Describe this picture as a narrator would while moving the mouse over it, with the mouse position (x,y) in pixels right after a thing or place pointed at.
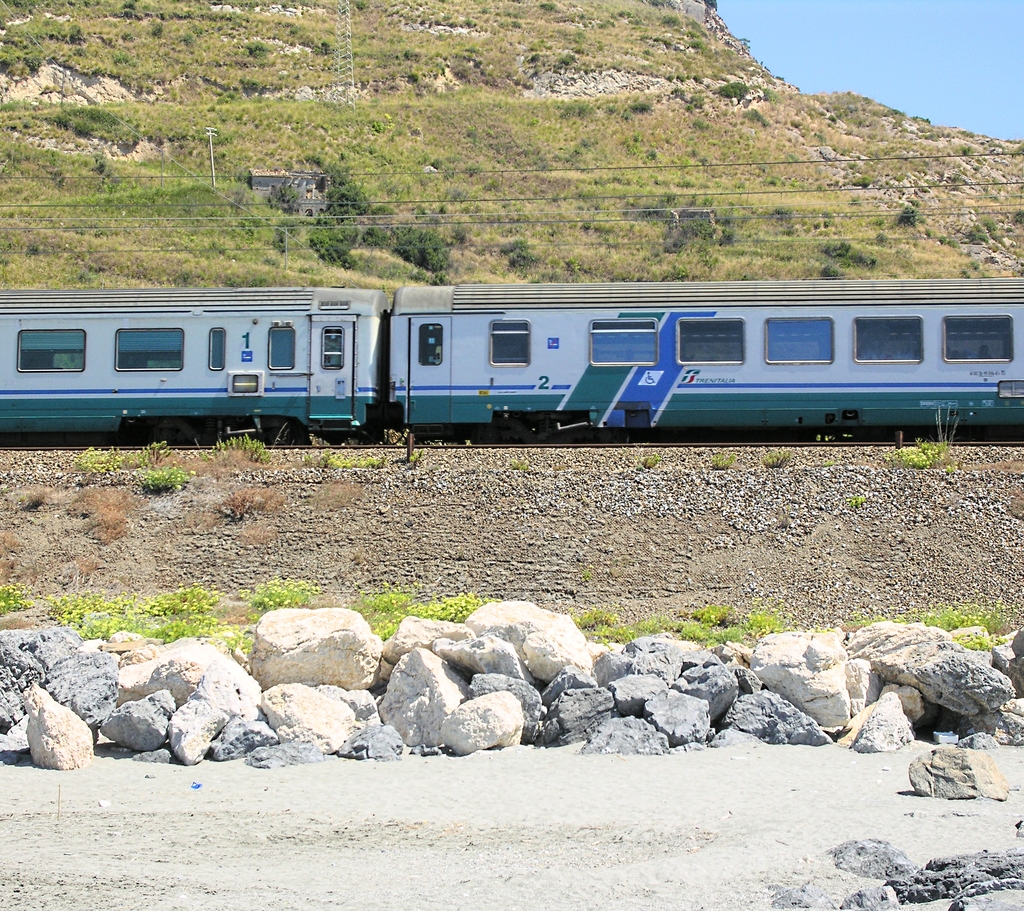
In this picture I can see there are few rocks (337,744), soil (152,817) and there is a train (273,379) moving on the track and there are few wires (737,206), there is a mountain (435,83) in the backdrop (551,159) and the sky (819,39) is clear.
